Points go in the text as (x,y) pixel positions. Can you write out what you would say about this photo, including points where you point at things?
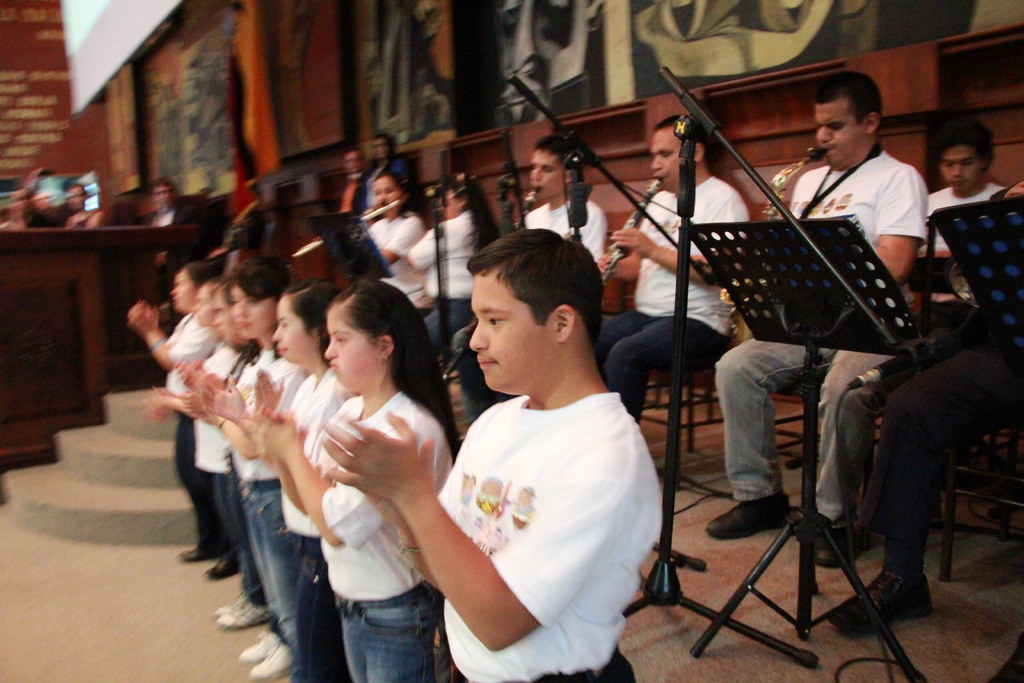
In the foreground (257,404) I can see a group of people (409,463) are playing musical instruments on the floor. In the background (657,60) I can see a wall (476,40), wall paintings (387,85), group of people (168,213) sitting on the chairs (132,205) and a screen (99,82). This image is taken may be in a hall (150,470).
